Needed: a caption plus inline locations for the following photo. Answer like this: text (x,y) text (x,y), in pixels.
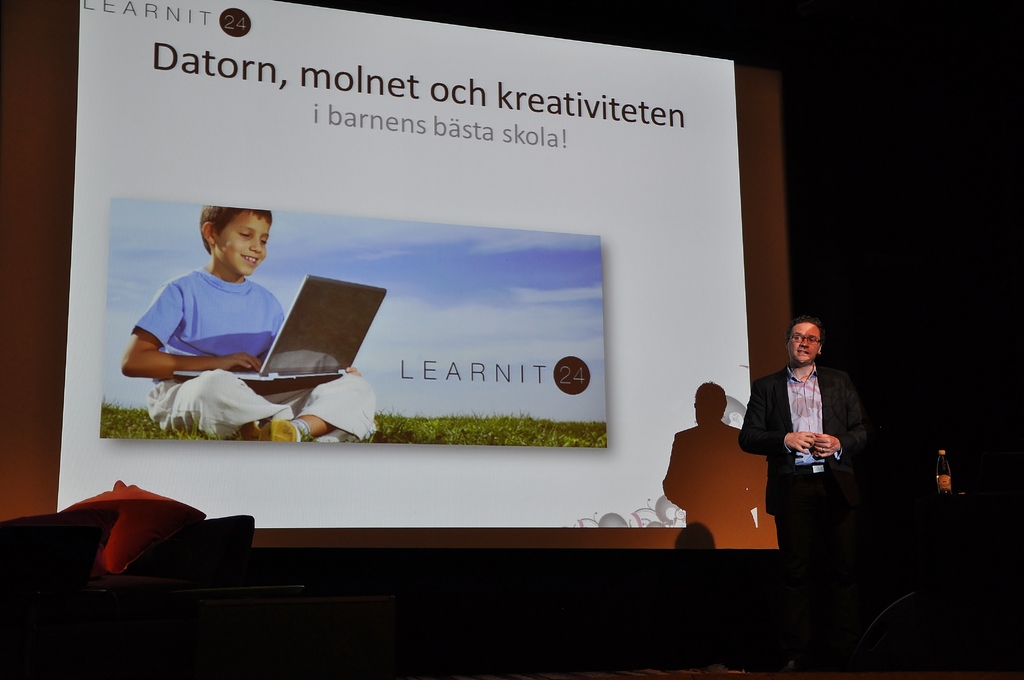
The man (862,415) on the right side of the picture (816,426) who is wearing the black blazer (770,401) is standing and he is talking on the microphone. Beside him, we see a table (934,494) on which water bottle (952,477) is placed. Behind him, we see a projector screen (479,324) which is displaying the text (482,381). In the left bottom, we see an object (132,551) in red color. This picture might be clicked in the conference hall (682,615).
